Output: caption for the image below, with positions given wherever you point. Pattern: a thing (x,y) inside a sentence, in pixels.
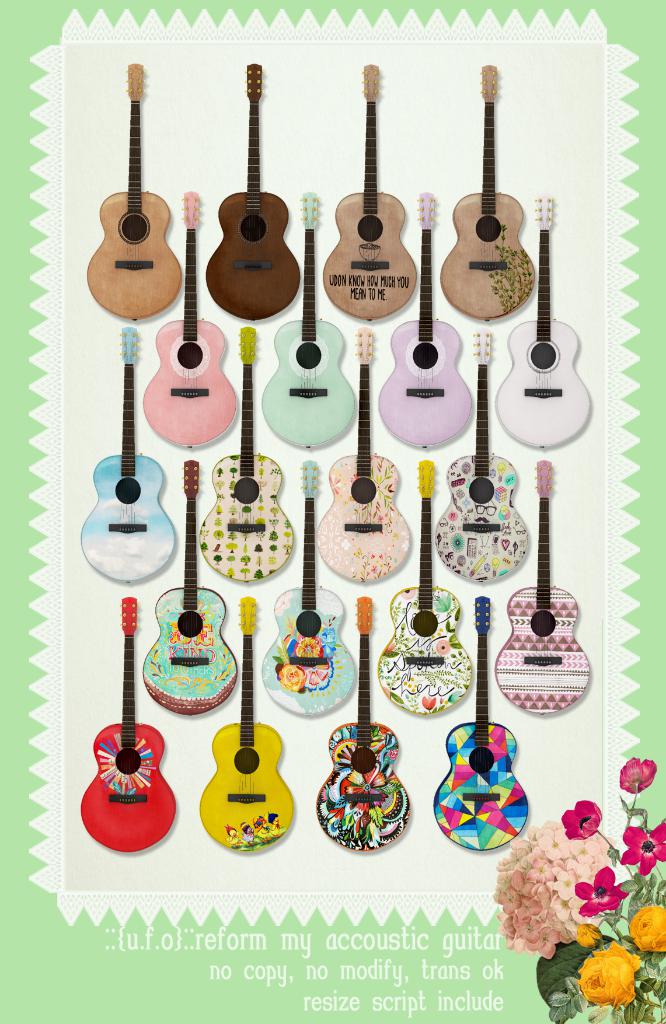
In this image I can see many guitars (334,749) which are colorful. I can see something is written. To the right bottom of the image (507,933) I can see the flowers (553,943) which are in yellow and pink color.
